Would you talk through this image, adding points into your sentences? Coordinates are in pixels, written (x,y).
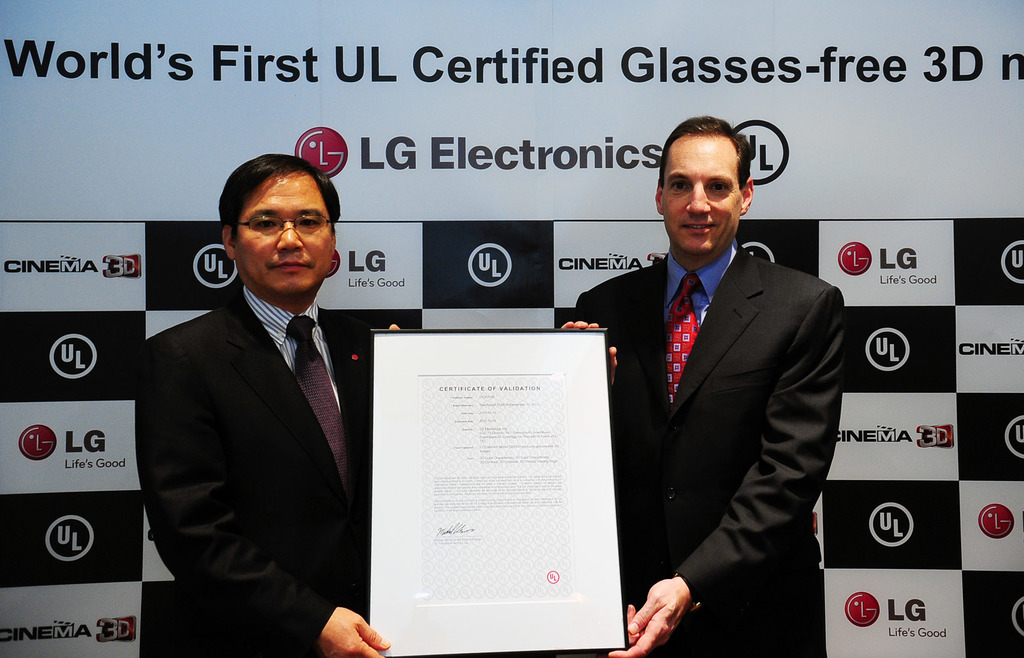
In the center of the image (477,361), we can see two people (299,364) holding a certificate (486,540) in their hands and in the background (331,52), we can see a board (475,123) with labels (523,152).
